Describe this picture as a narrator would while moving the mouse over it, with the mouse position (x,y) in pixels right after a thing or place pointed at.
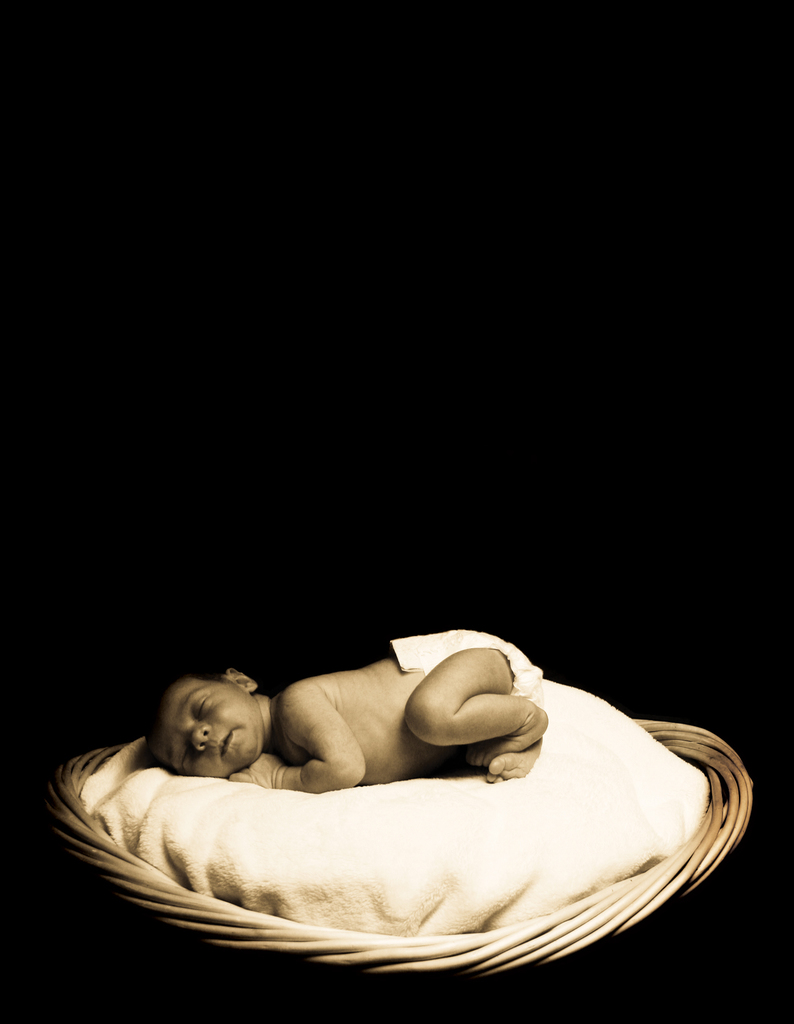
In this picture I can see a baby (385,764) lying and I can see a cloth (454,855) and it looks like a basket (531,937) and I can see dark background (67,103).
